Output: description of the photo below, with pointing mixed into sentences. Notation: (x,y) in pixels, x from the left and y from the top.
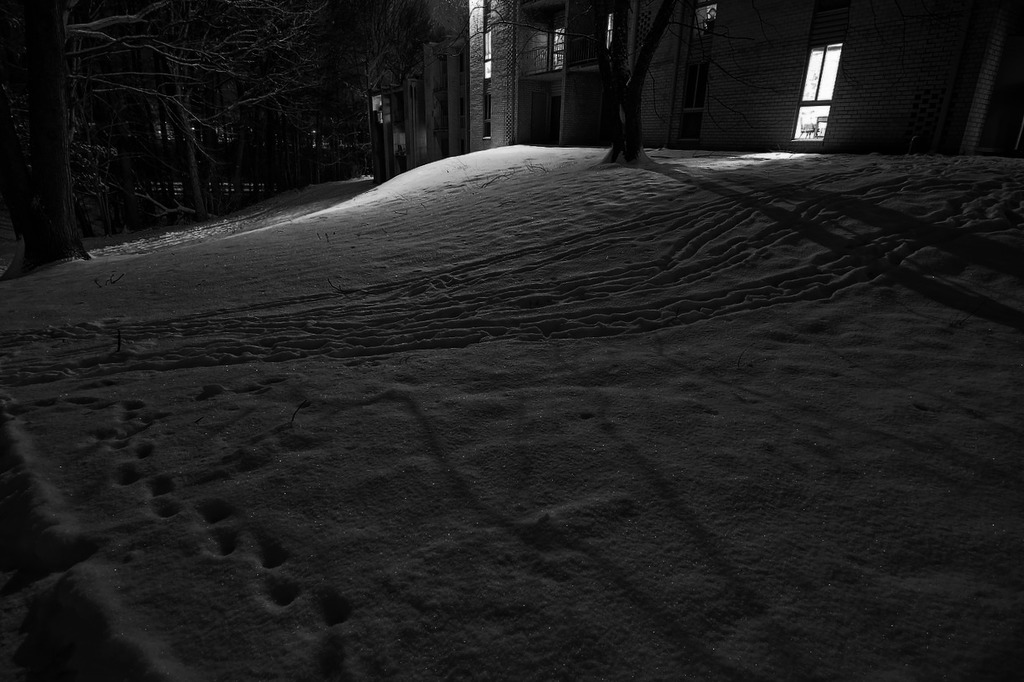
In the picture we can see a night view of the snow surface area (763,469) with some trees (22,105) on it and we can also see some buildings (957,148) with a window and doors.
